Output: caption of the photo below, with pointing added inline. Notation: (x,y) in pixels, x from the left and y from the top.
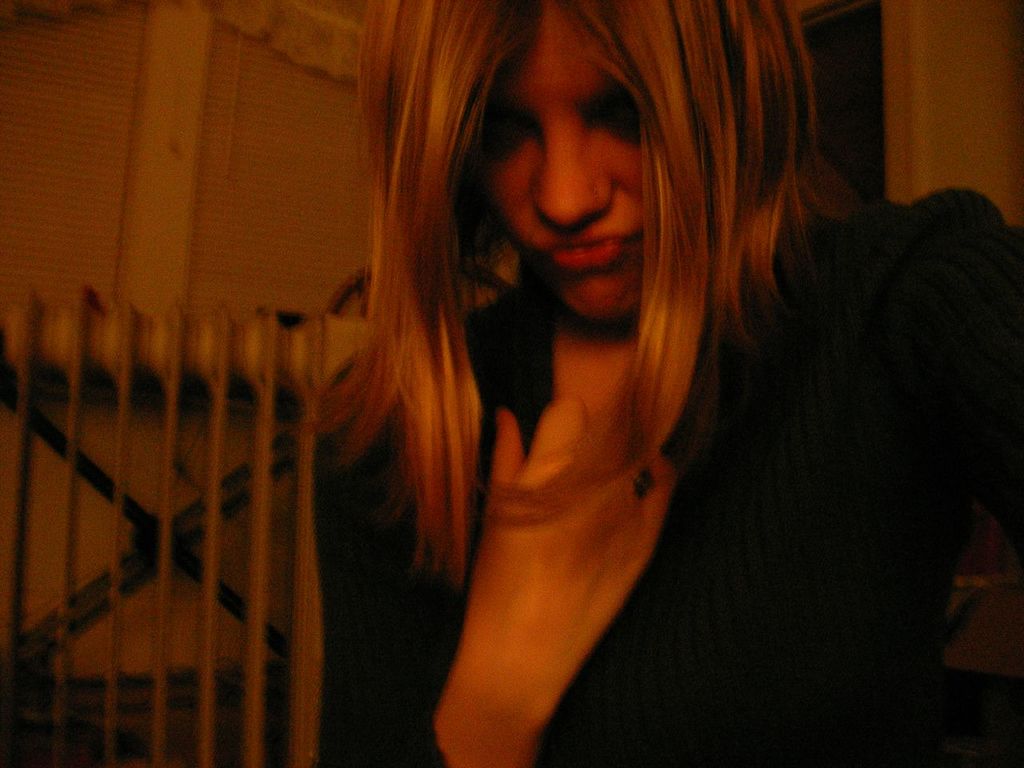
In this image I can see a woman (562,171) in the front (538,259) and I can see she is wearing the black colour dress (766,478). In the background (295,598) I can see an object (200,352) and the wall (238,246). I can also see this image is little bit blurry.
